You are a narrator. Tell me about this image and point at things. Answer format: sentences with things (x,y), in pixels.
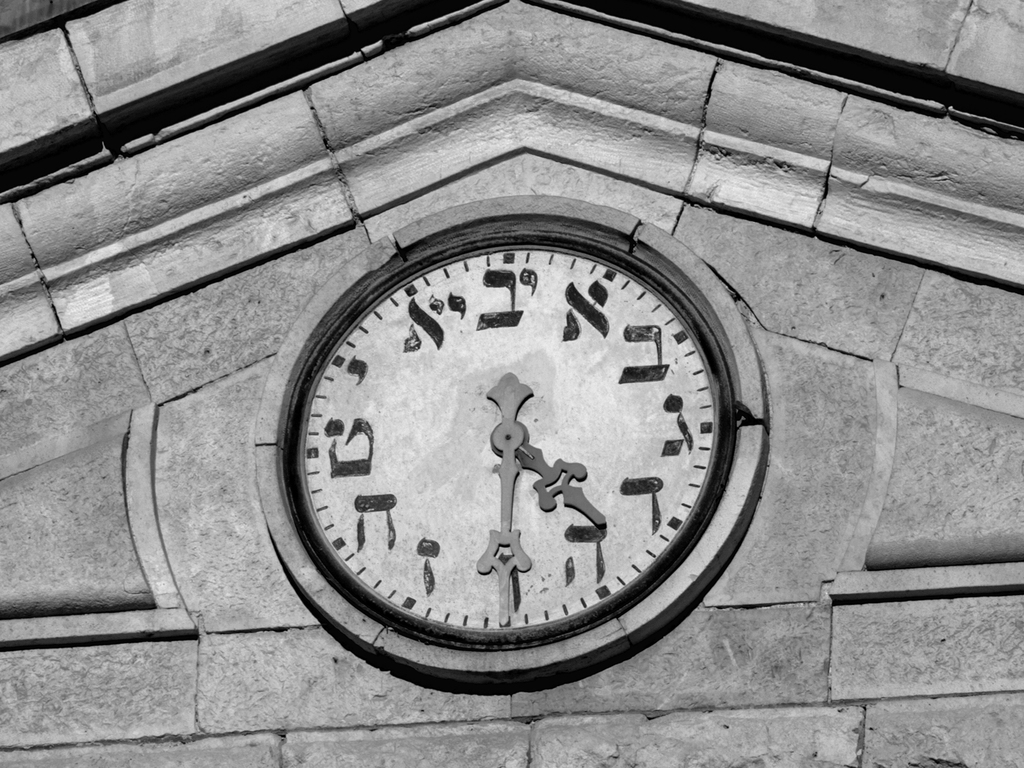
This is a black and white image. In this image we can see clock (551,625) to the wall (551,693).
